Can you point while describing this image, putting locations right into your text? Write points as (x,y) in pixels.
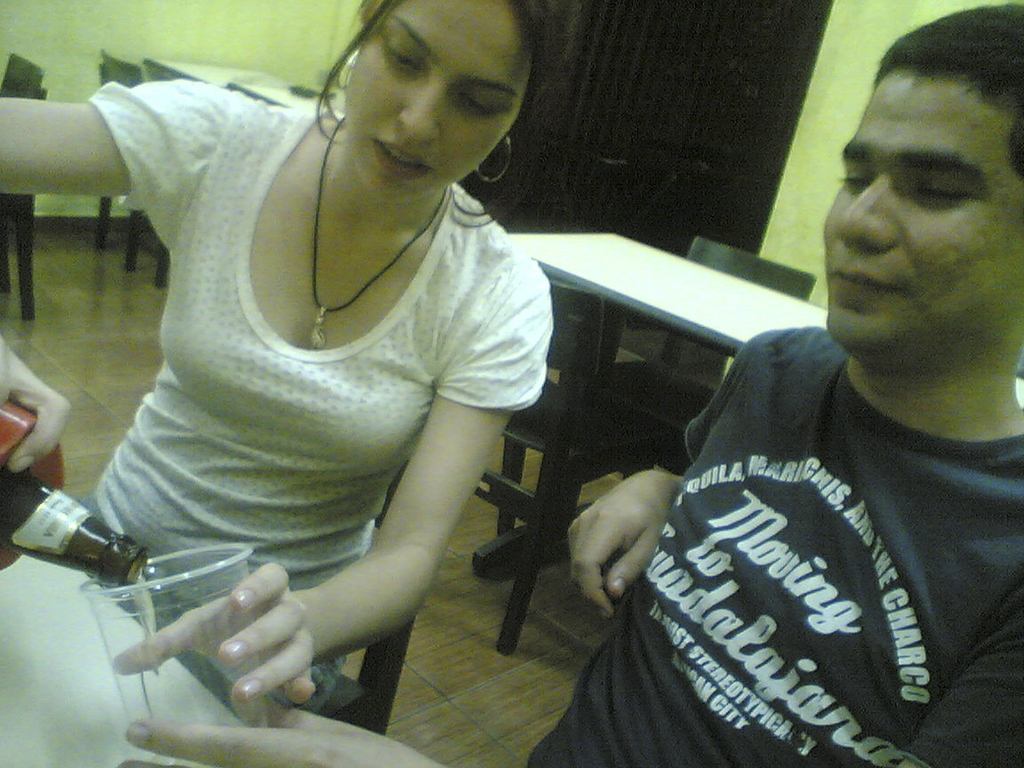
On the background (742,113) we can see door (779,142), wall (809,217), chairs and tables (229,84). This is a floor (442,652). Here we can see a man (726,548) and a woman (369,301). She is holding a bottle (46,493) in her hand (37,443) and she is pouring a drink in a glass (206,671).
